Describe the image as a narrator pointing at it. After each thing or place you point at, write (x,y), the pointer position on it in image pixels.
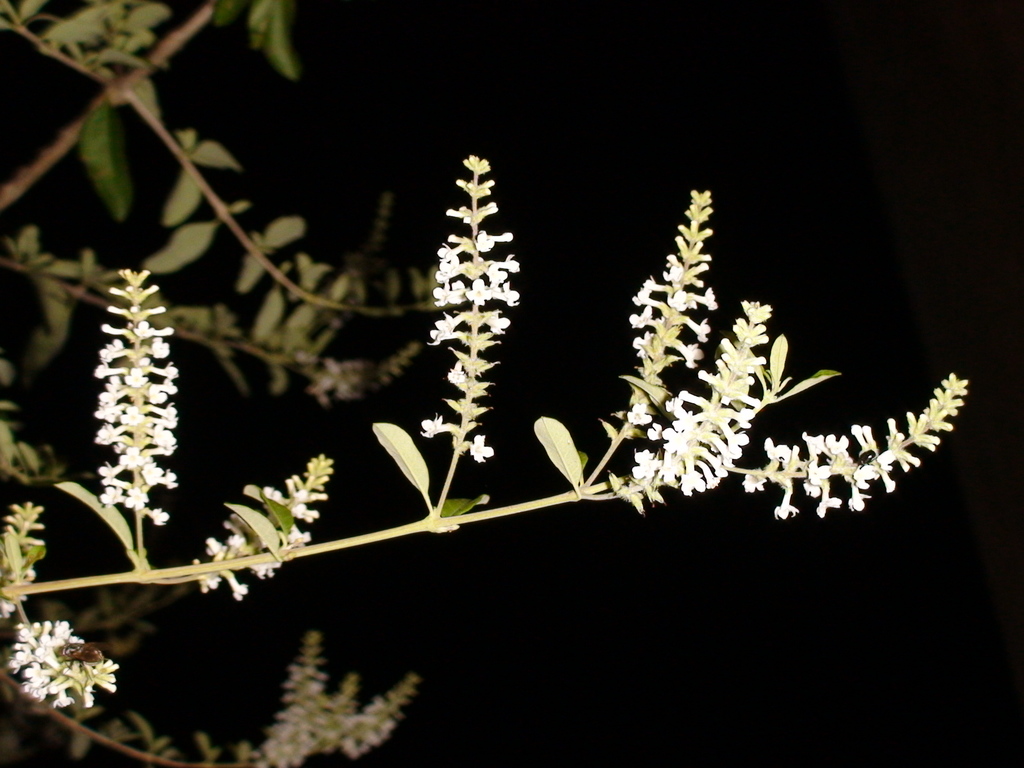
In this image there is a plant (69,488) to which there are small flowers (653,482). In the background (669,133) it is dark. On the left side (198,246) top there are leaves (209,324).
